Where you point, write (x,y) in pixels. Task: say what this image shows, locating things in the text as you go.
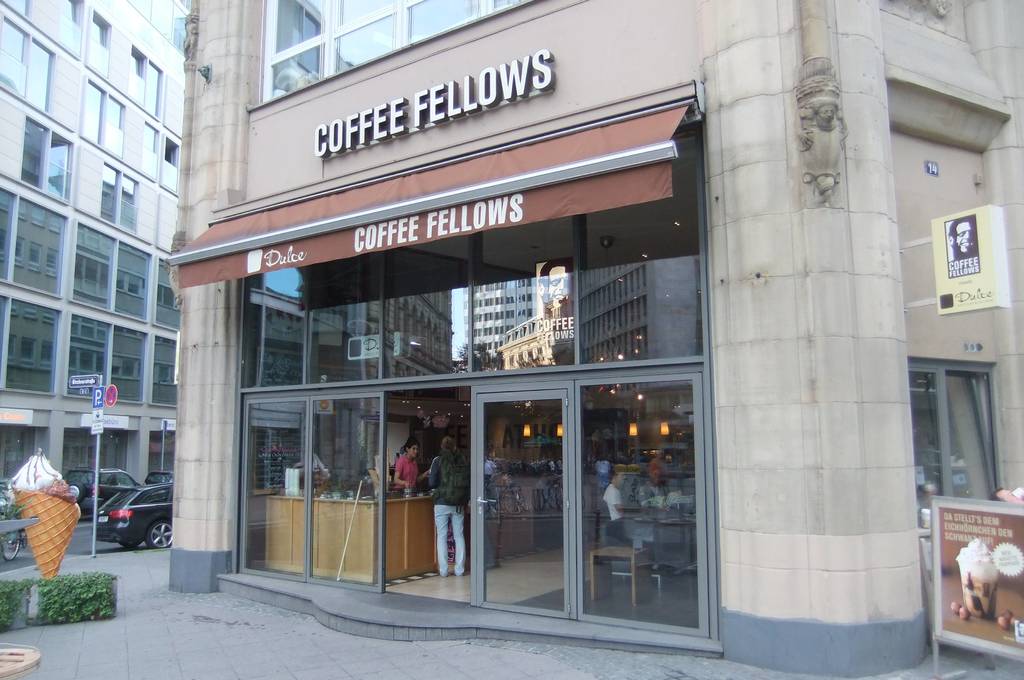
We can see buildings (152,466) and there are people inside this building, beside this building (606,611) we can see boards (963,300). We can see boards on pole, vehicles (130,532) on the road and plants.
